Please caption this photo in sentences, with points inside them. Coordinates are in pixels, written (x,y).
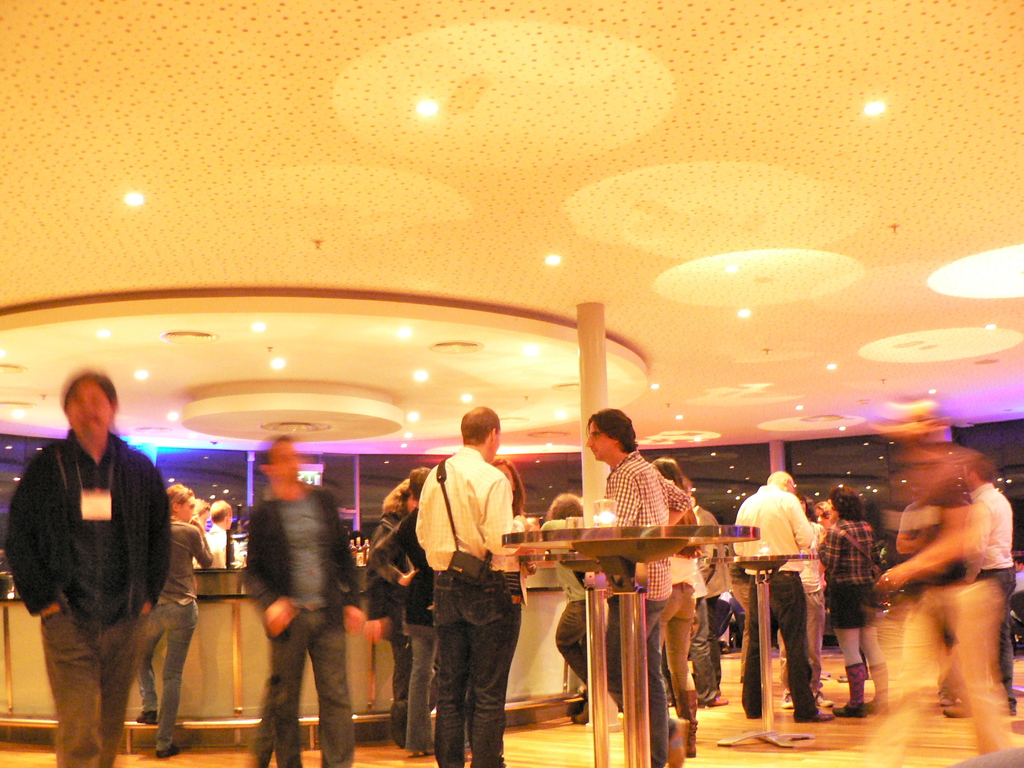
Here we can see people (944,542) and tables (609,540). Lights (434,106) are attached to the ceiling (580,106). These are pillars (586,362).
